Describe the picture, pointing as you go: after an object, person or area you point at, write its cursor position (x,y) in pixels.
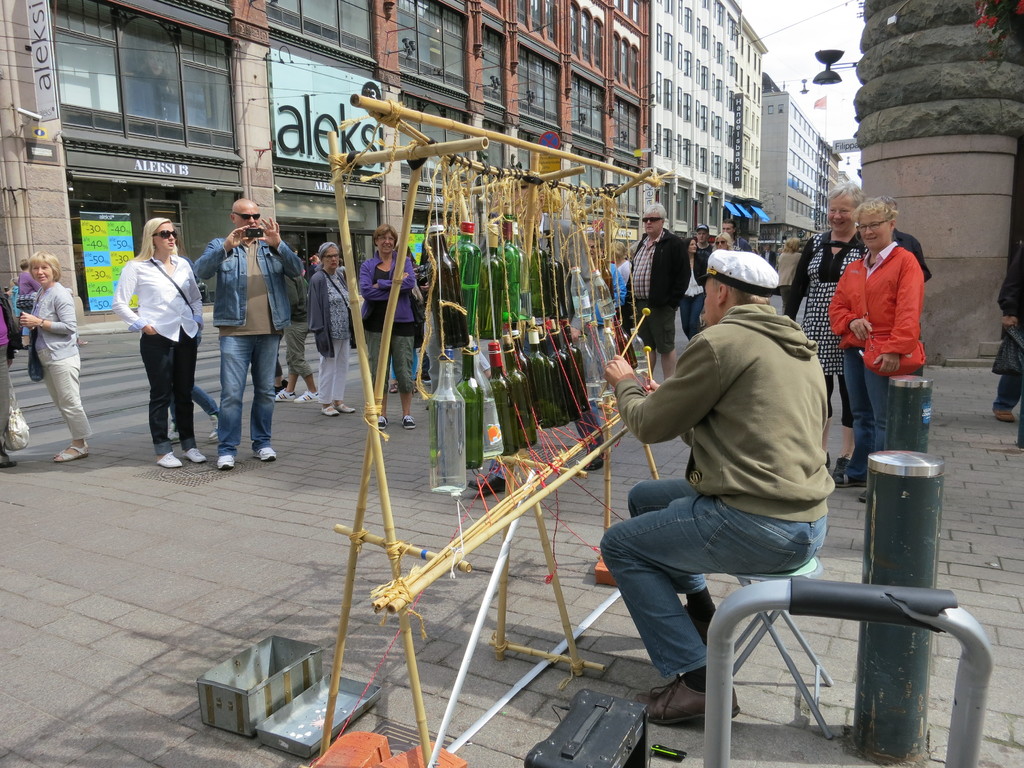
In this picture we can see the sky (816,24). On the left side of the picture (178,83) we can see the buildings (645,69), windows (717,81), boards (287,131). We can see the people (49,279). On the right side of the picture (986,84) we can see the pillar (930,197) and a black object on it. We can see the people (869,333) and on the wooden poles (382,599) we can see the bottles (476,255) are hanging with the help of the ropes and we can see a man (710,513) is sitting on the stool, he is holding the sticks (643,353) in his hands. It seems like he is playing a music. We can also see the pillars (911,579) and rod (711,763). On the floor (57,684) we can see few objects (602,742).
